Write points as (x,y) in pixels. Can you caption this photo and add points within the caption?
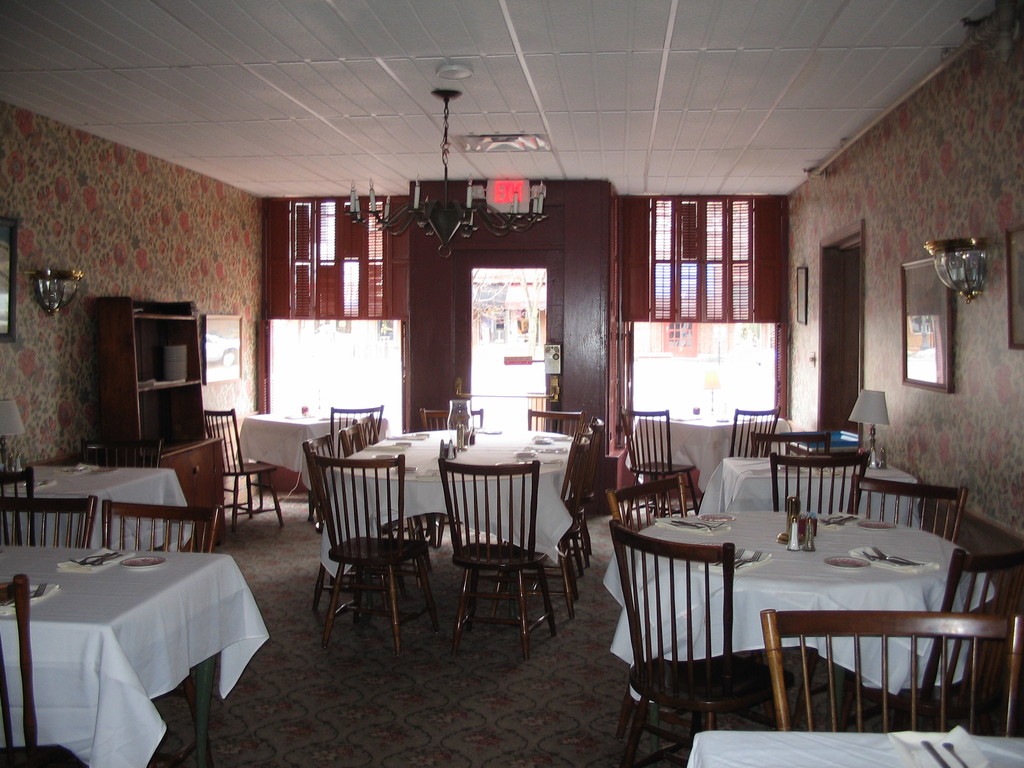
In this image there are tables (260,629) which are covered with white colour cloth (191,633) and on the table (97,586) there are plates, glasses (469,440) and there are empty chairs (802,620) and on the right side (909,349) there are frames (923,318) on the wall (960,342) and there is a light (963,286). On the left side (8,326) there are frames (5,296) and there is a light (53,300) on the wall (86,328) and in front of the wall (83,353) there is a cupboard (166,386). In the background (465,350) there is a door (541,320) and there are windows (657,329) and on the top (447,96) there is a chandelier (444,152) hanging.
